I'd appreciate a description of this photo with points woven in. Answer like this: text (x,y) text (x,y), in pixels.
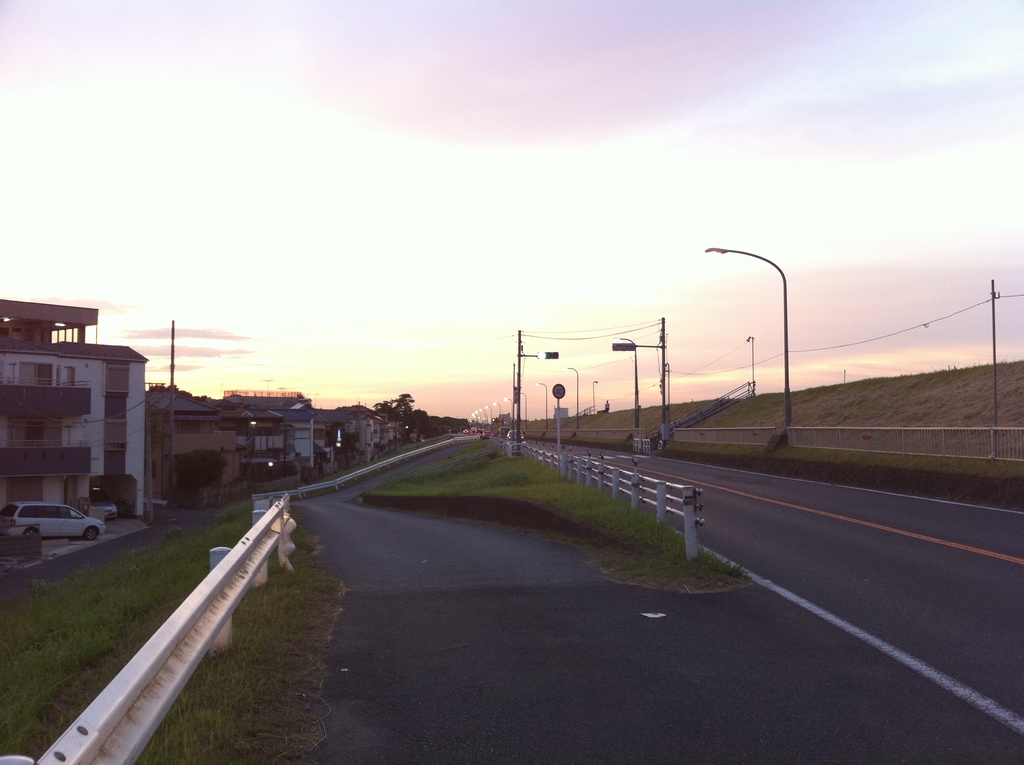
In this image I can see the road (756,690), vehicle (37,506), few buildings (48,353), trees (410,396), light poles (546,420), railing (622,471) and the sky (612,187) is in white, pink and orange color.
